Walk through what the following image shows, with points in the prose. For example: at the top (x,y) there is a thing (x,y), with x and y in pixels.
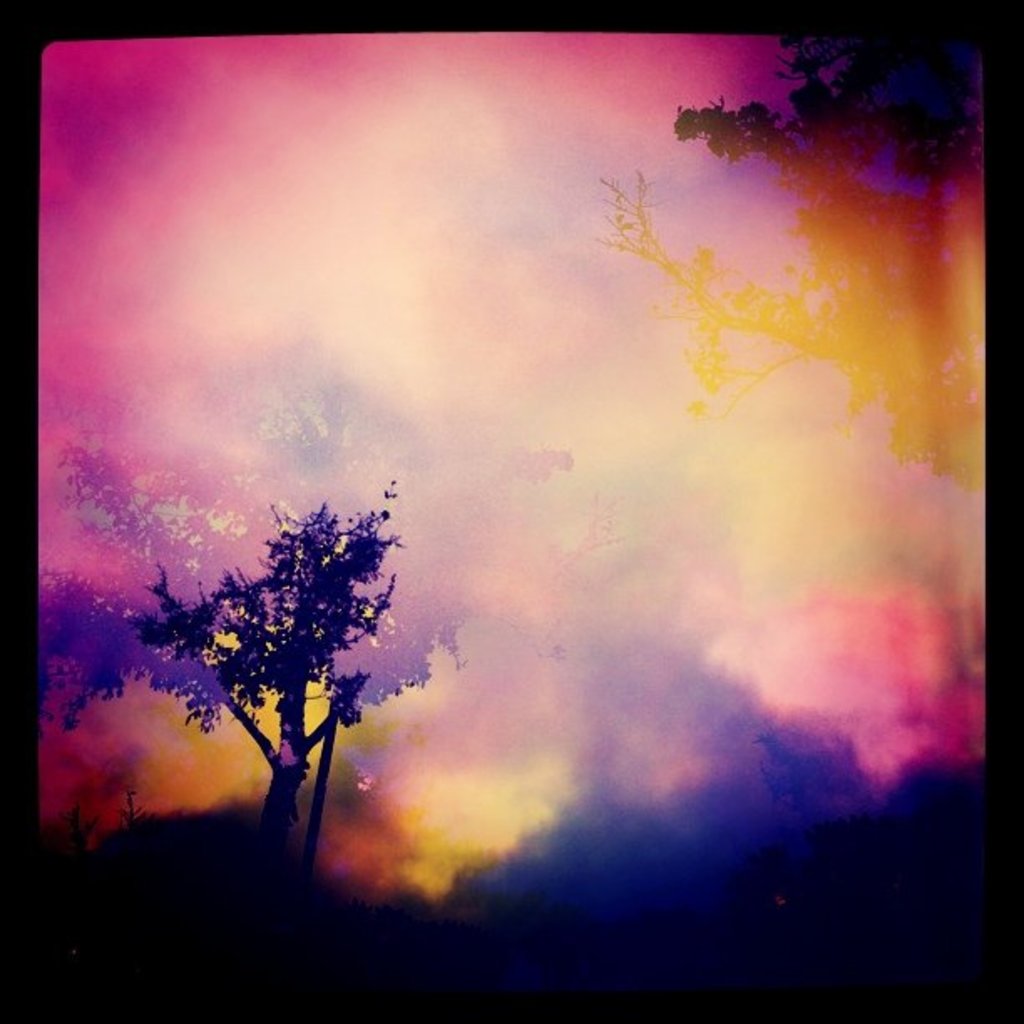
In the image we can see some trees (970,472) and colors.
